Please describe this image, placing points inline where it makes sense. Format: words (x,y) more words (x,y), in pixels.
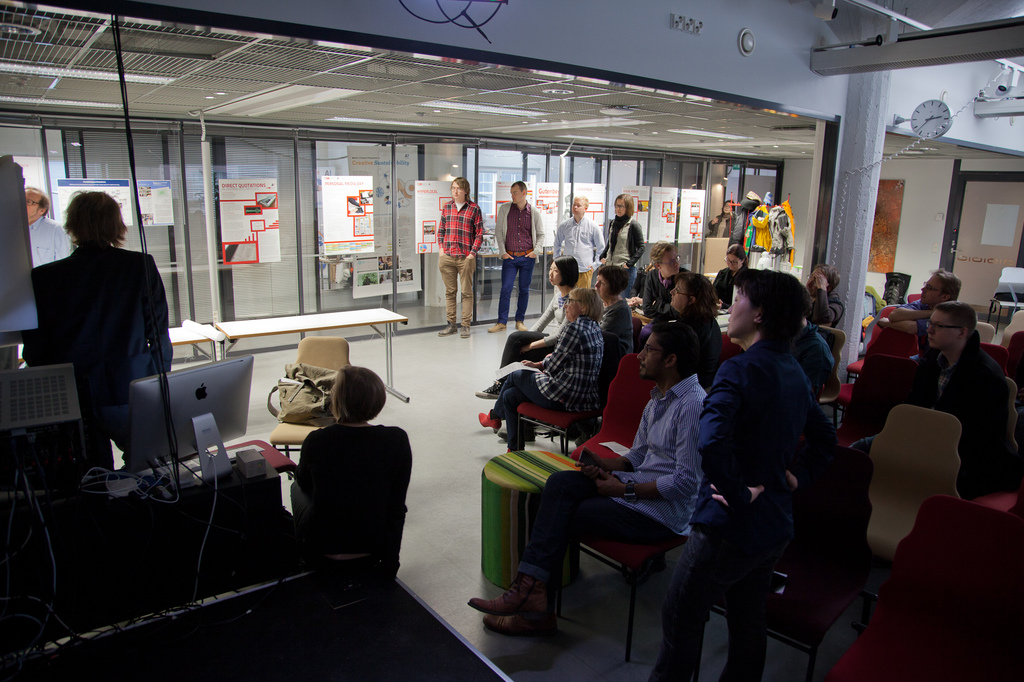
The picture is taken during a meeting. In the foreground of the picture (665,314) there are people (671,479) sitting in chairs (951,511). On the left (184,576) there are cables (186,468), people (356,500), monitor (156,431) and other objects (18,281). In the center of the background (257,226) there are people (468,224), glass windows (311,205), posters (432,196), poles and other objects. At the top (524,96) it is ceiling (937,152). On the right (929,113) there is a clock (948,107) and a CCTV camera (1003,84).
